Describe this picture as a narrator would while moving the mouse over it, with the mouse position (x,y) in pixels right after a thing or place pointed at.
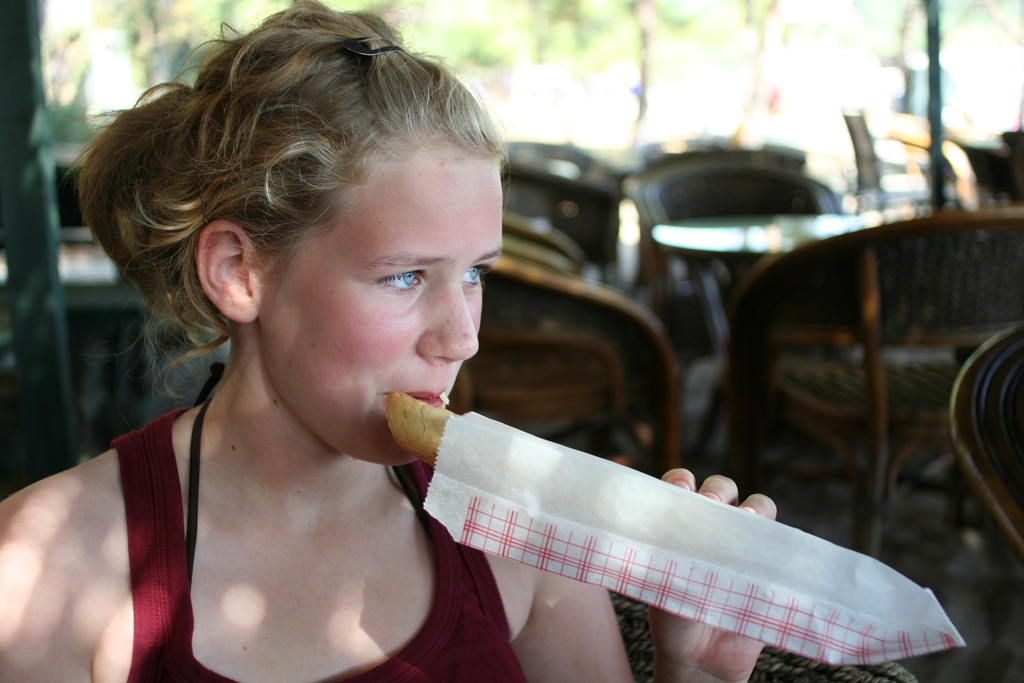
There is a lady (453,259) holding a food item (590,487) in the foreground area of the image (339,368), there are chairs (837,243), tables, it seems like bamboos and greenery (905,23) in the background (902,79).
